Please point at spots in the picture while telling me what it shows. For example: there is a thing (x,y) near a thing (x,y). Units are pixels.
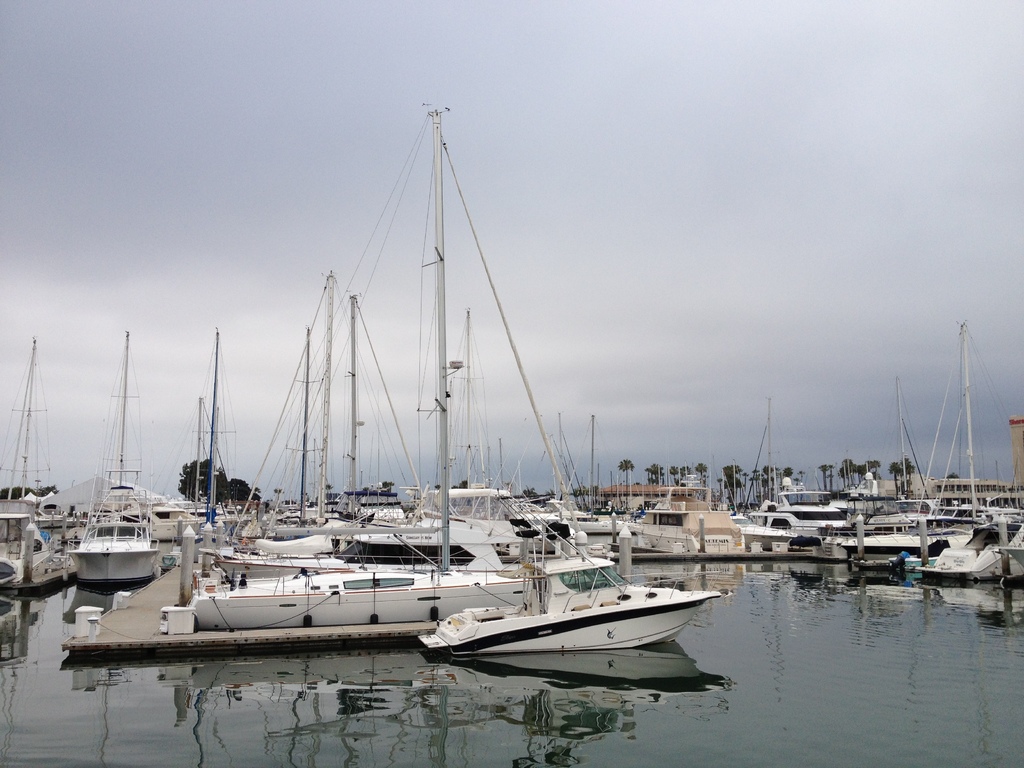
At the bottom of the image (131,686) there is water (123,689). On the water (72,679) there are many boats (599,616) with poles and ropes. Also there is a path (172,583) with wooden deck (210,635). In the background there are trees (648,471). At the top of the image (359,225) there is a sky (603,350) with clouds (572,352).
